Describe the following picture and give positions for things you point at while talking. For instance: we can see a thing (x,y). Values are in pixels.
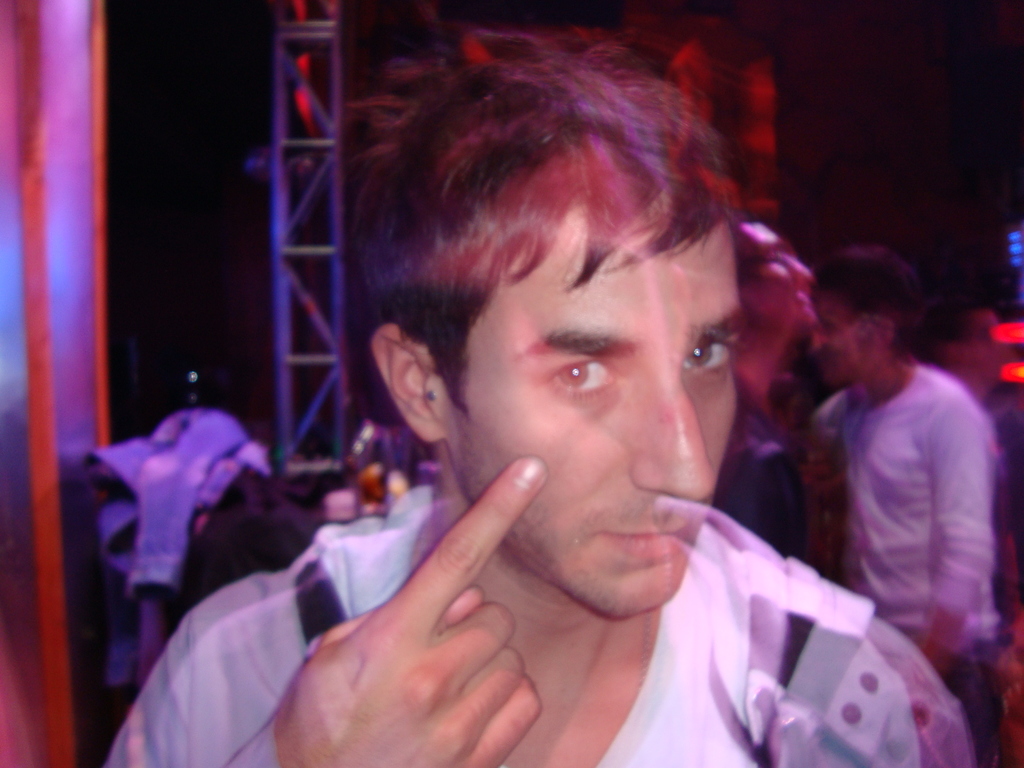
In this image I can see a person (949,738) standing wearing white shirt (720,723). Background (920,531) I can see few other persons (985,494) standing and a metal frame (273,273).
